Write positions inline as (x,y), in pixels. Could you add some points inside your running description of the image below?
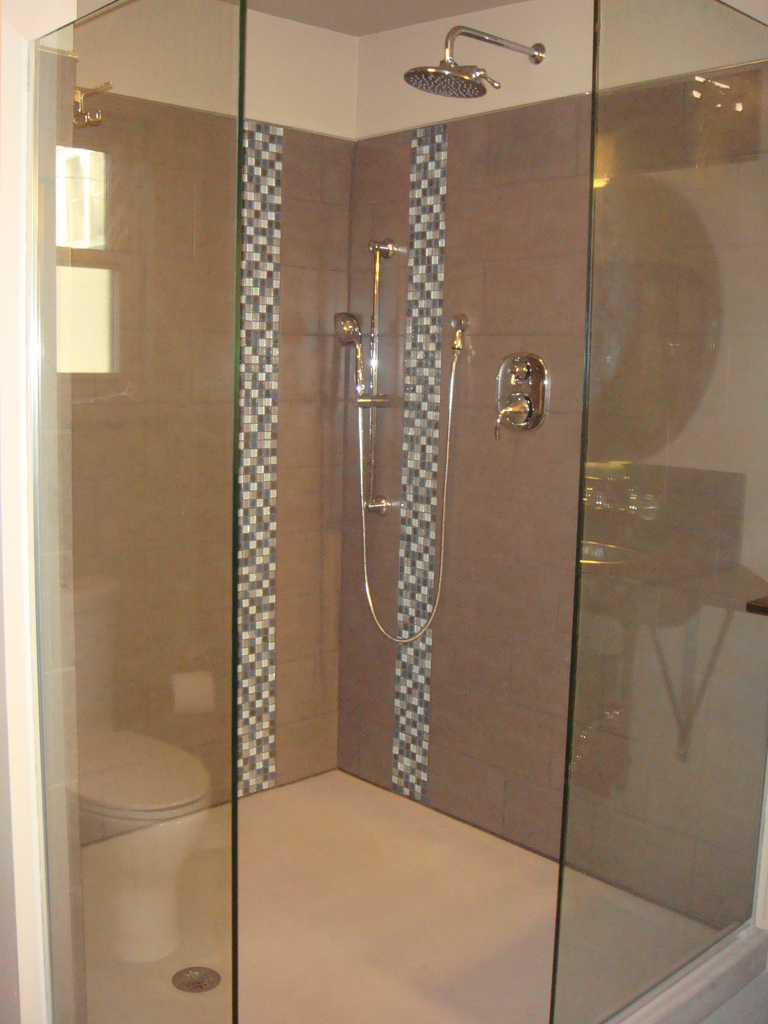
In the center of the image (466,430) there is a wall (187,670), roof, glass (155,662), wash bowl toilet (135,853), window (69,339), taps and a few other objects (422,74).
